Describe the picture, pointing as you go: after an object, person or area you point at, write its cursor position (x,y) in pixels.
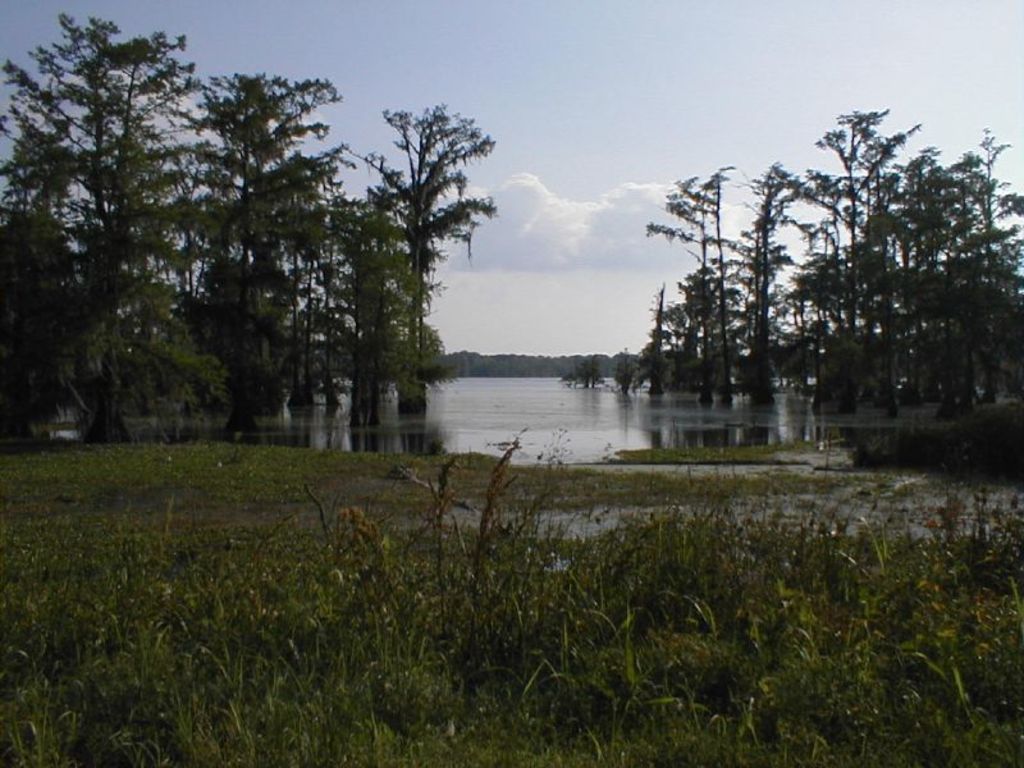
In this image we can see some grass (555,600), water (581,447) and there are some trees (326,305) on left (139,305), right and in the background of the image (543,373) and top of the image (542,194) there is clear sky (544,332).
